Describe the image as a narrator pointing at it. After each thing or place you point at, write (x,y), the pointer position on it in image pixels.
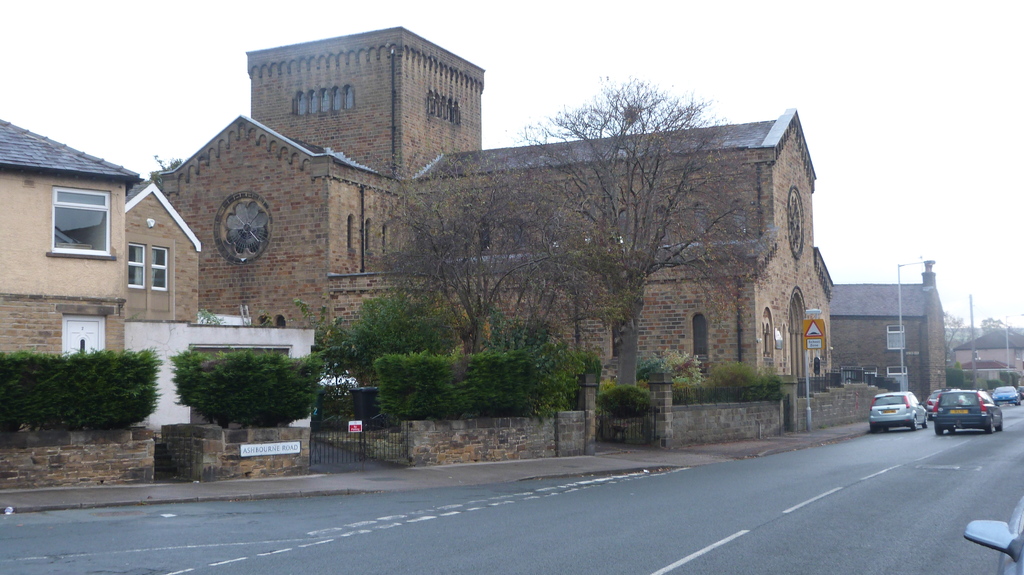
In this image there are buildings (50,347), trees (630,306), plants (73,386), vehicles (984,411), boards (296,448), poles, walls (843,406), gates (361,451) and road (658,556). Vehicles (961,409) are on the road (799,495). In the background of the image (882,32) there is the sky (792,26).
